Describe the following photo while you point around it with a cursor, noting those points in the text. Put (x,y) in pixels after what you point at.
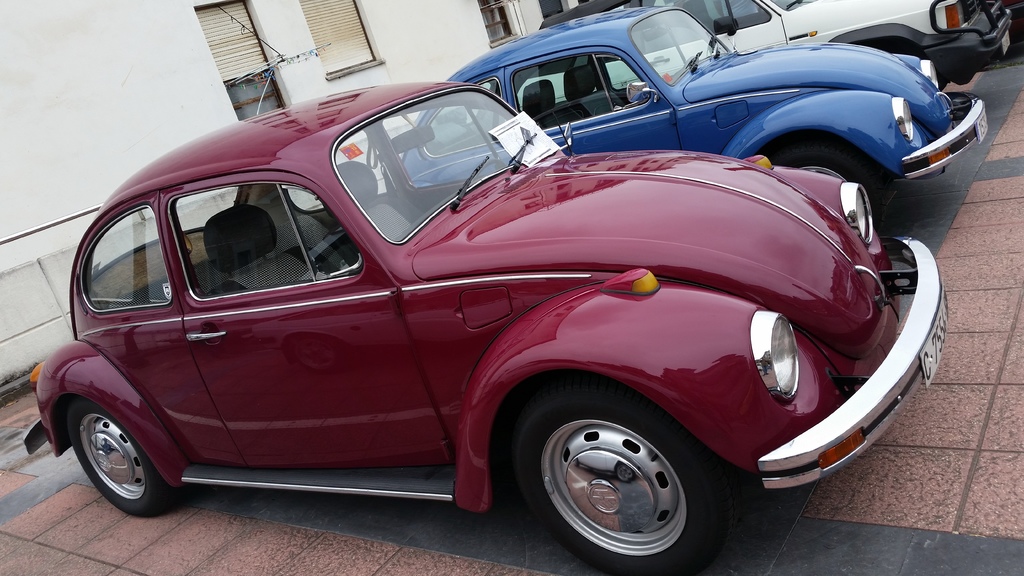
In this image in the front (568,191) there are cars (769,121). In the background (372,70) there is a building (374,48) and there are windows (361,36).
